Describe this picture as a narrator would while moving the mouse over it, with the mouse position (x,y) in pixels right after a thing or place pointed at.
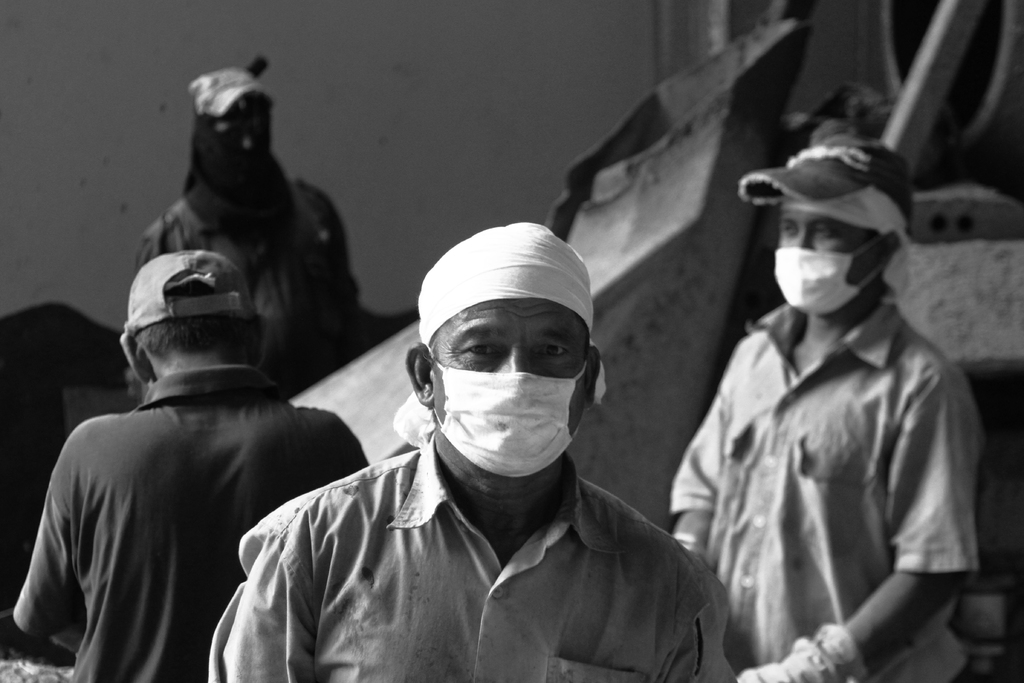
In this image we can see four persons (340,440) and the persons (495,434) are wearing masks (509,461). Behind the persons (551,485) we can see an object (605,261) and a wall (489,192).
